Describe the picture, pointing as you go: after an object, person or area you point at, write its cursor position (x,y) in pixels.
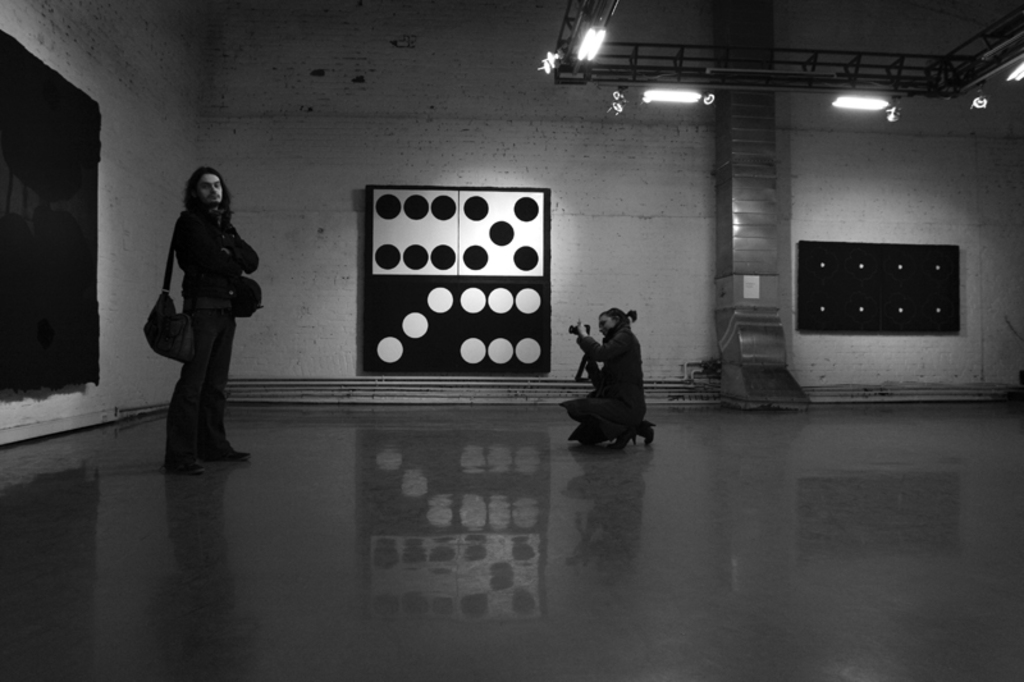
In this image we can see one person (227,237) giving pose and another person (636,368) holding a camera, behind there is a dice poster (500,254) on the wall (662,202), at the top (559,57) we can see the lights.
